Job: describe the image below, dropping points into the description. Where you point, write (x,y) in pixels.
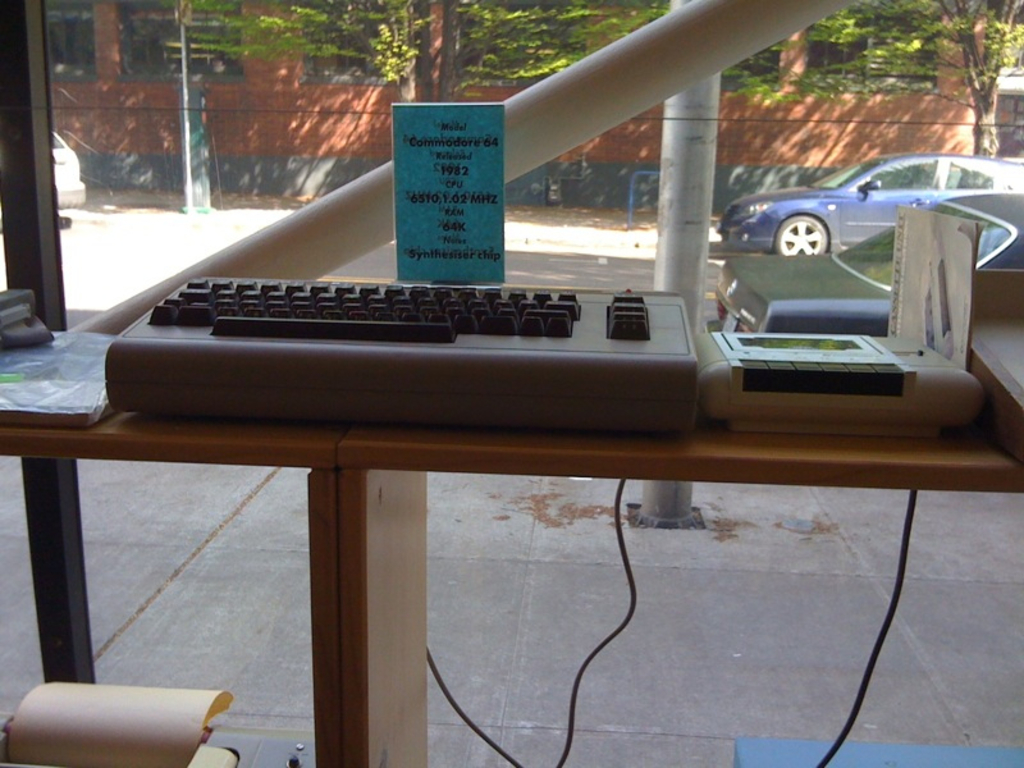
In the photograph there is a typing machine (624,327) another gadget (733,372) right side that, in the background (665,200) there is a window (267,137), back side the window (297,102) there is a building (290,138), trees (511,45), a pole (702,88) and a car (845,214).
